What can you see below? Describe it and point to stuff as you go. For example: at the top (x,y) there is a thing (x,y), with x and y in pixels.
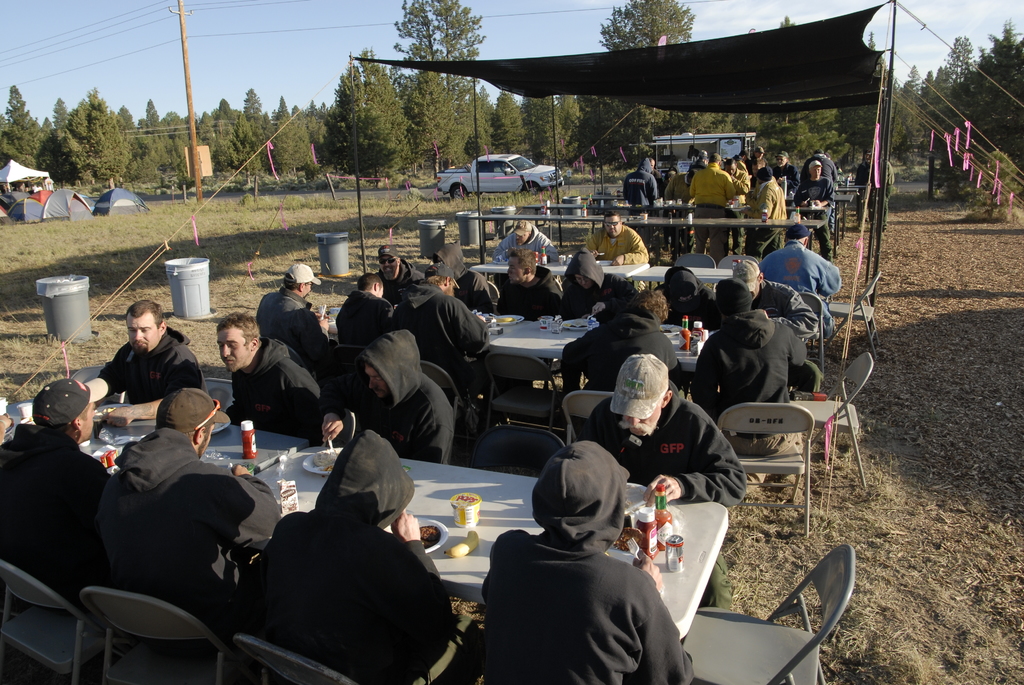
In this picture we can see a group of people (646,291) are sitting on a chair (705,624). There is a food items (458,507) on table (455,483). At the top of the image (562,71) a shade cloth (642,81) is present. In the background of the image (274,139) we can see trees (432,156), pole (187,46), wires (262,33) and a truck (547,178) are present. At the bottom of the image (958,594) ground (983,592) is there. On the left side of the image (183,275) dustbins (202,276) are there. At the top of the image (229,36) sky (228,29) is present.
